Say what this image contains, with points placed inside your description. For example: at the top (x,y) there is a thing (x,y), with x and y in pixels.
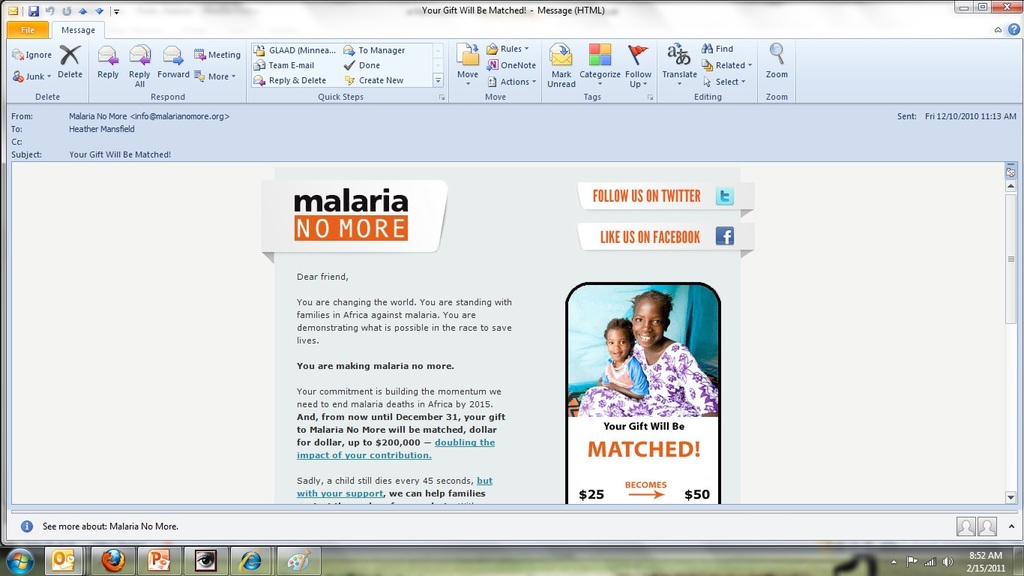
In the picture we can see a computer screen (980,457), on we can see a article (727,265) about malaria no more and to the top of the screen (55,116) we can see some options (54,87) and we can also see maximize, minimize, and close options (968,11) and to the bottom (8,566) also we can see some options (892,565).
